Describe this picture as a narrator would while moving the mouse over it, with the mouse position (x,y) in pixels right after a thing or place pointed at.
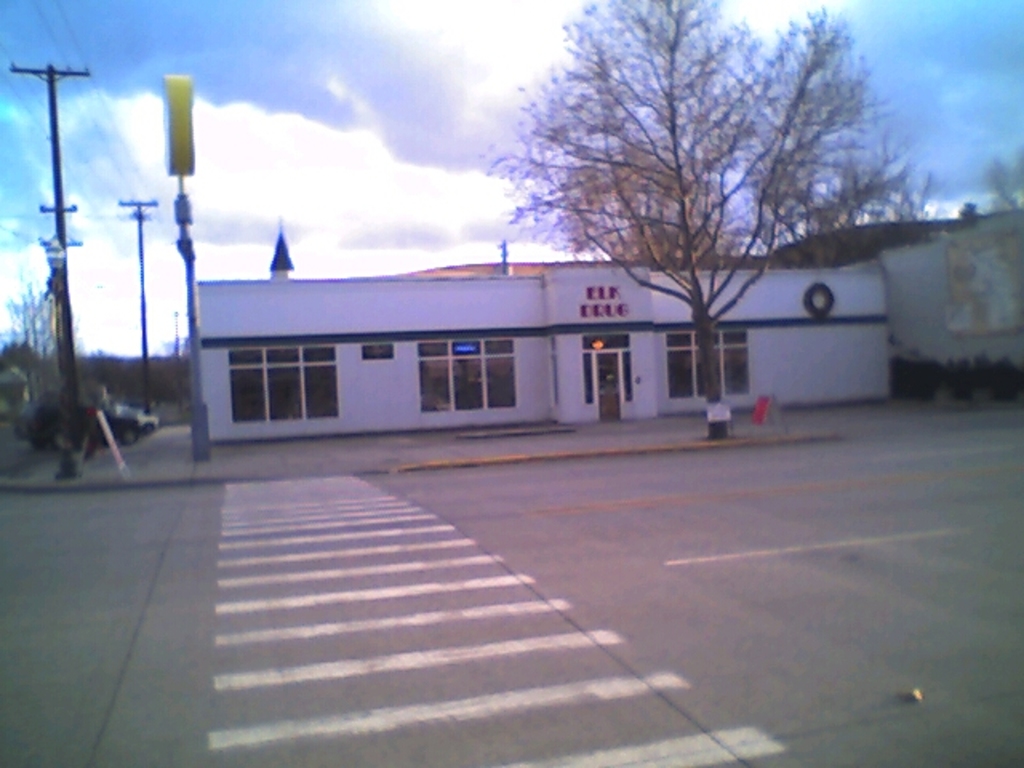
In this image we can see sky (464,141) with clouds (309,144), electric poles (146,377), electric cables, motor vehicles (37,406), information board (115,440), road (319,538), buildings (661,316) and tree (735,306).
